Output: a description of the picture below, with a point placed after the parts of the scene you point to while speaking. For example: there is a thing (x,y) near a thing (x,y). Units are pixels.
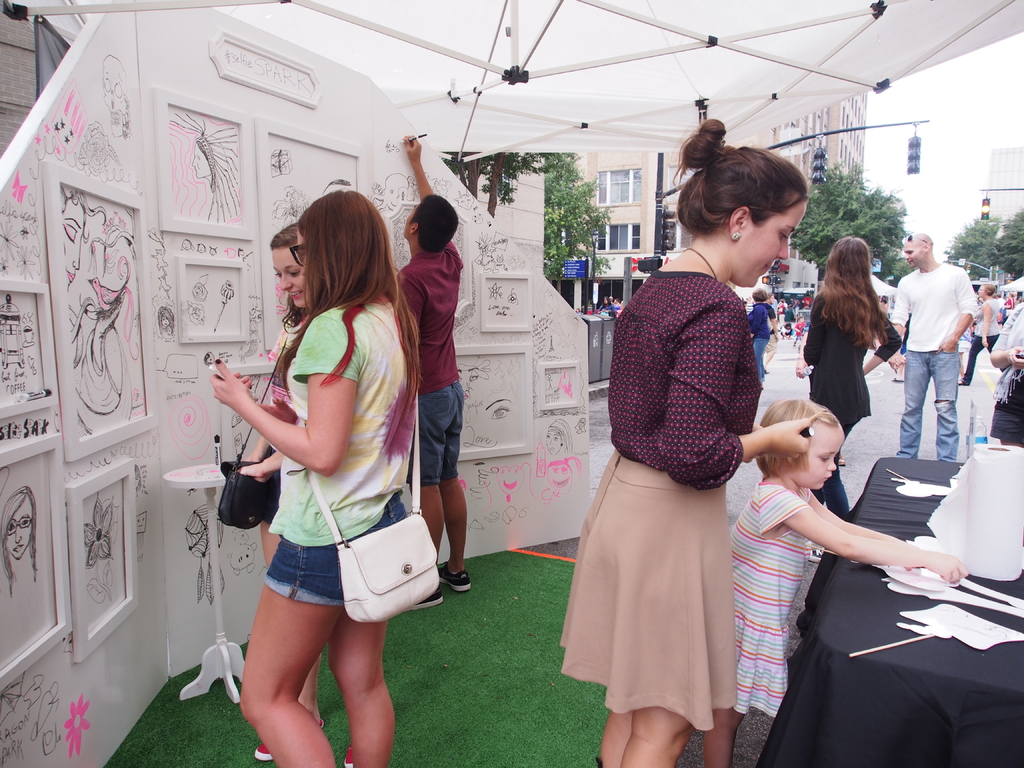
In this image we can see people (696,484), frames (524,431), drawing (488,403), and tables (939,754). On the table (842,688) we can see cloth (954,685), tissue roll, and papers (924,581). Here we can see trees (820,237), road (778,388), tent (730,69), poles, traffic signals (768,282), and a board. In the background (605,234) there are buildings (810,266) and sky (878,137).
